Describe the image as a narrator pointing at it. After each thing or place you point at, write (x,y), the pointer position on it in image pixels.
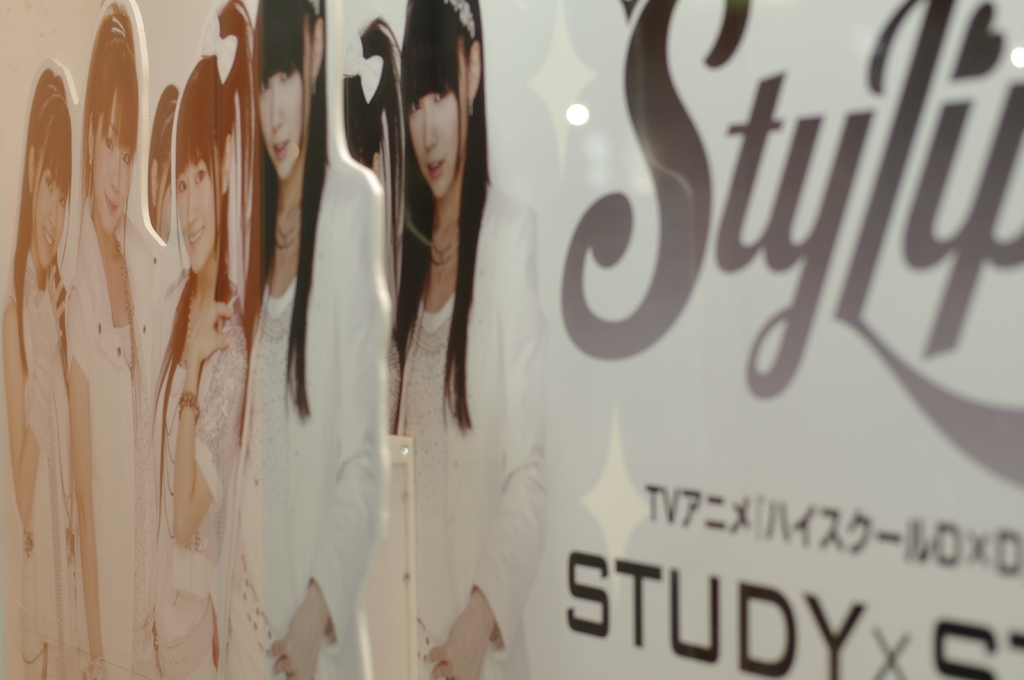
In this image there is a board (336,141). To the right (691,233) there is text (689,282) on the board (929,404). To the left (122,441) there are pictures (194,454) of women (255,263) on the board (203,417).
